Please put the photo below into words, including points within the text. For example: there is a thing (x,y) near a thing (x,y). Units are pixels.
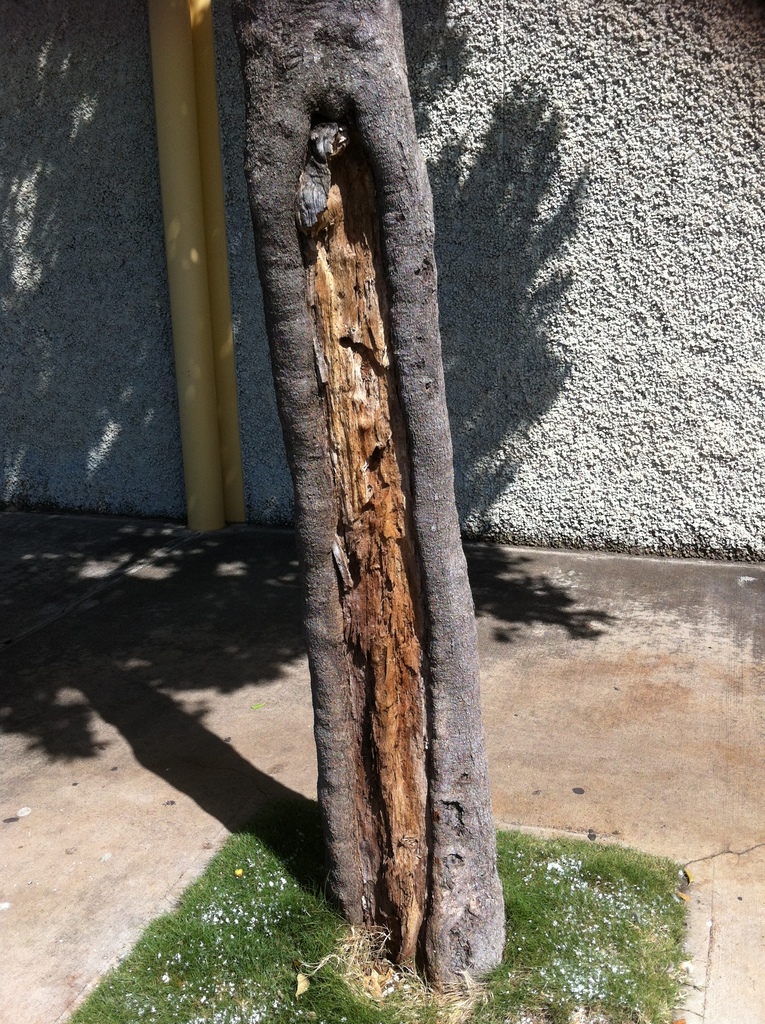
In this image there is a tree trunk (367,535) in the middle (331,471). In the background (440,305) there is a wall (598,144). Beside the wall (127,182) there is a pipe (202,212). On the ground (137,854) there is small grass (295,889).
